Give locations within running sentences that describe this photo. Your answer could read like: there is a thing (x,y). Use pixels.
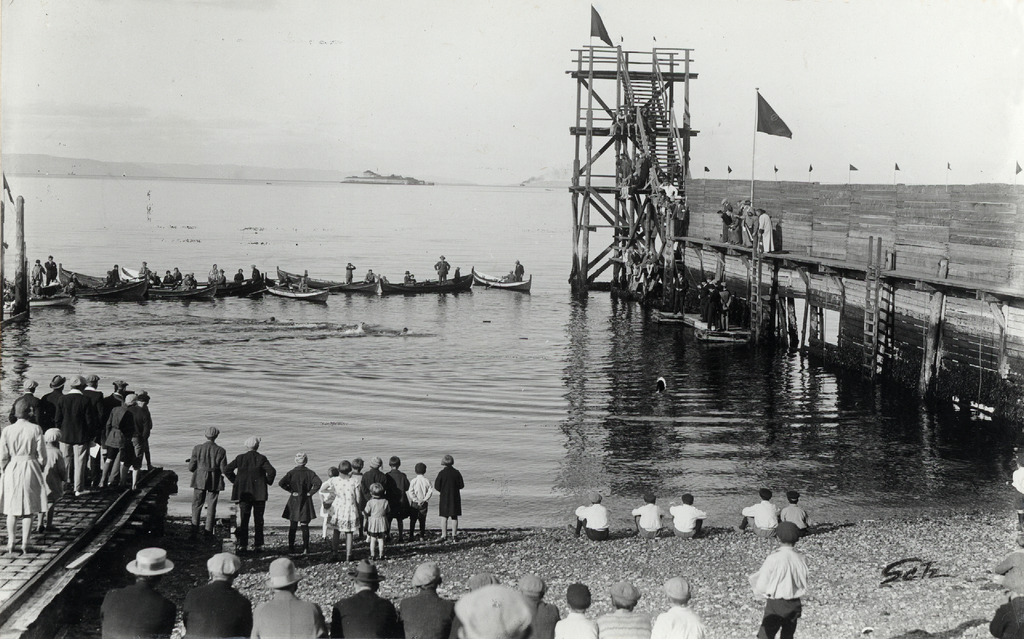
In the picture we can see a path (294,560) near the water (481,332), on the path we can see some people (17,507) are standing and some are sitting and beside it, we can see a wall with a flag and beside it, we can see a some wooden construction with a railing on the top of it and beside it we can see some boats (278,284) in the water (454,310) with some people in it and in the background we can see some hills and sky (986,96).
